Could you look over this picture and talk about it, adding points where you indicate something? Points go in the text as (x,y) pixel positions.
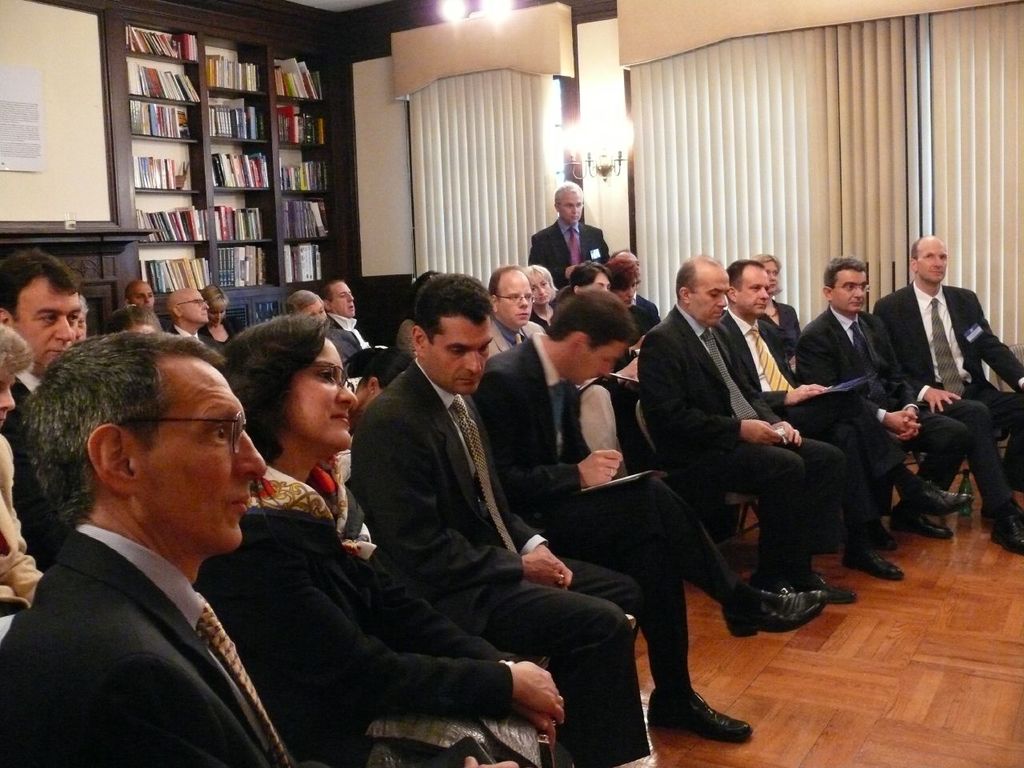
In a room (387,233) there are few people (378,362) sitting and paying attention towards something, behind them there is a man (580,217) standing in front of the windows (671,171), in the background (133,46) there are a lot of books (211,134) kept in the shelves (198,132) and on the left side (34,128) there is a wall (77,202).
